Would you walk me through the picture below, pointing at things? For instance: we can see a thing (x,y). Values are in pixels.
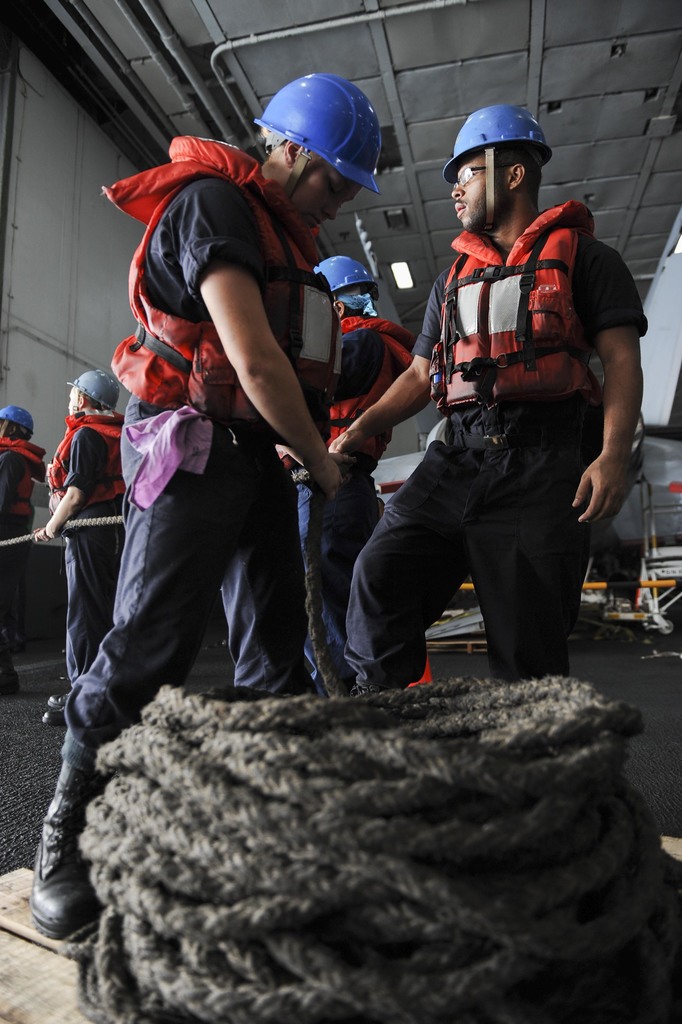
A group of men (416,549) are holding the rope (252,749), they wore red color life jackets (478,388), blue color helmets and navy blue color trousers (278,660). This is the rope (282,937) in this image.
